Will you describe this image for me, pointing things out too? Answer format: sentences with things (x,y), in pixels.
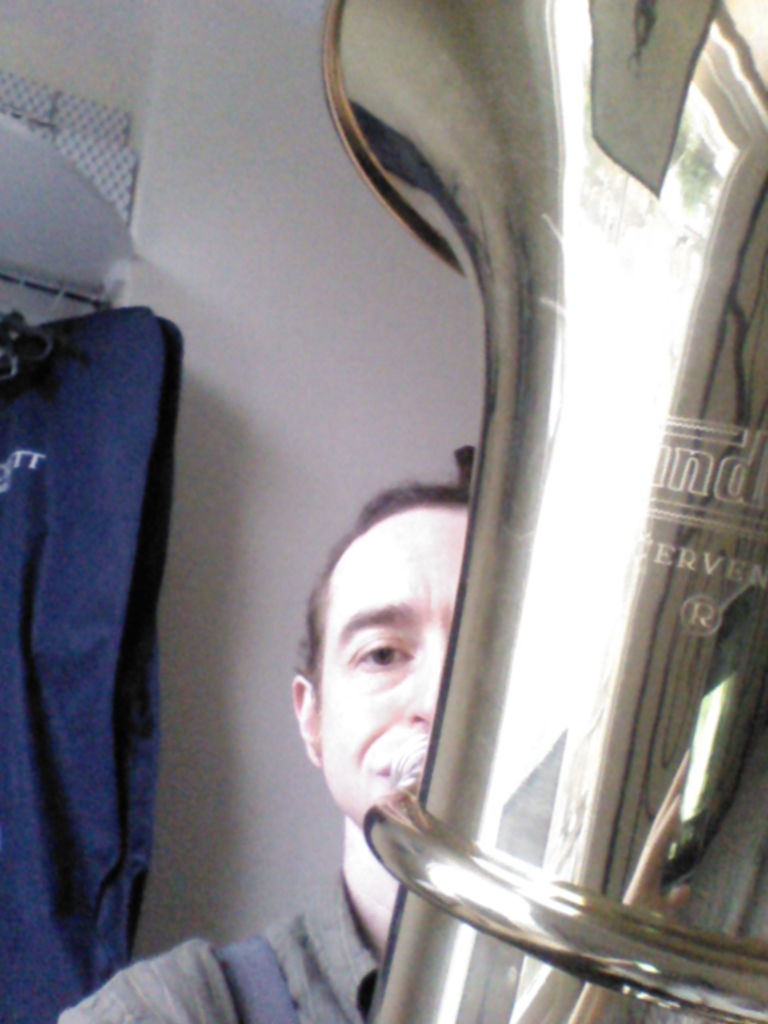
In the image there is a man (372,950) playing the musical instrument (612,670). On the left side of the image (61,389) there is a blue color object (73,500) hanging to the rod (87,297). And there is a white color wall (284,276).
